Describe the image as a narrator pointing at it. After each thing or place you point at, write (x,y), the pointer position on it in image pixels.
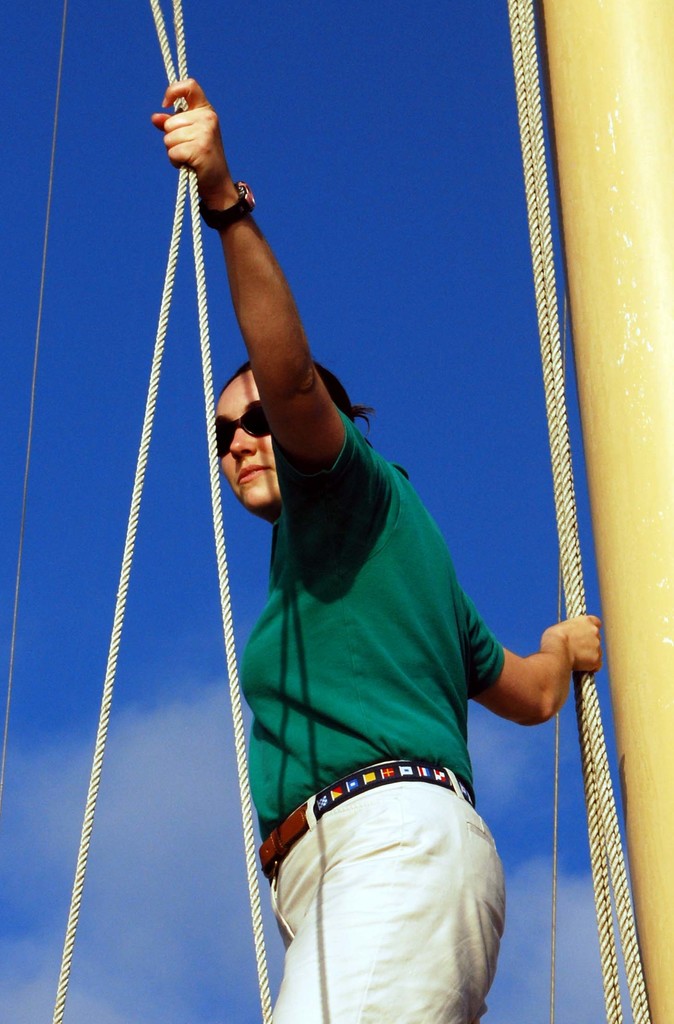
In this picture I can see a woman (302,784) standing and holding ropes (530,72), at the right corner of the image (666,919) it looks like a pillar (607,267), and in the background (417,260) there is sky (507,309).
